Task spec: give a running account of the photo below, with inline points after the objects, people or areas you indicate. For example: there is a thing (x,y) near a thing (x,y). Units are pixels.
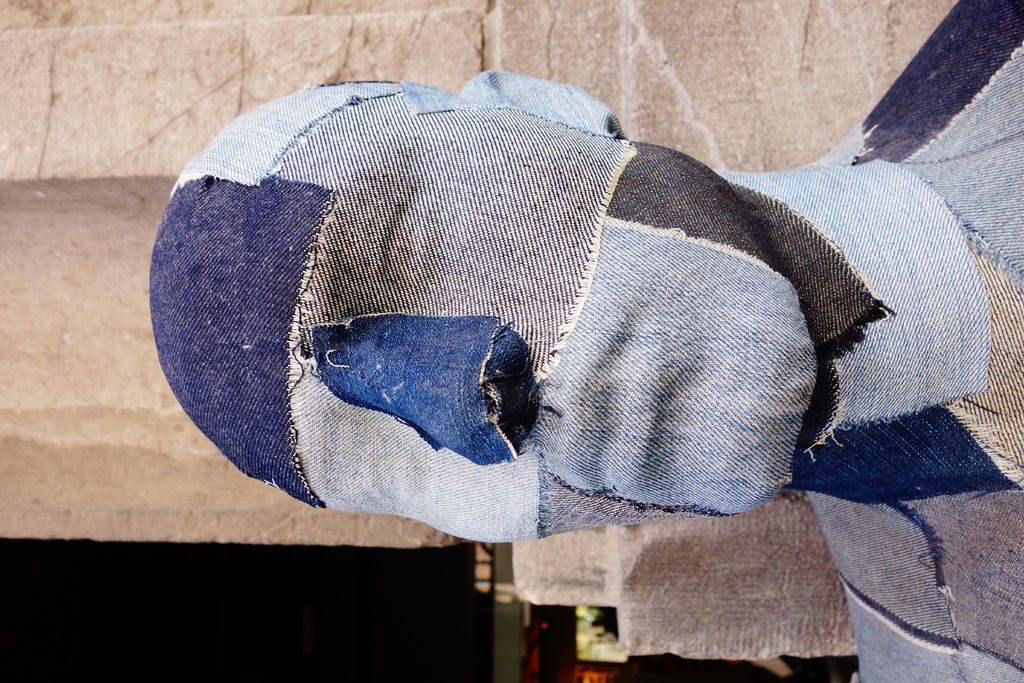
This picture is towards the left (62,388). Towards the right (831,465) there is a statue (629,465) covered with the different colors of cloth (858,345). In the background (22,203) there is a stone wall (124,318).
